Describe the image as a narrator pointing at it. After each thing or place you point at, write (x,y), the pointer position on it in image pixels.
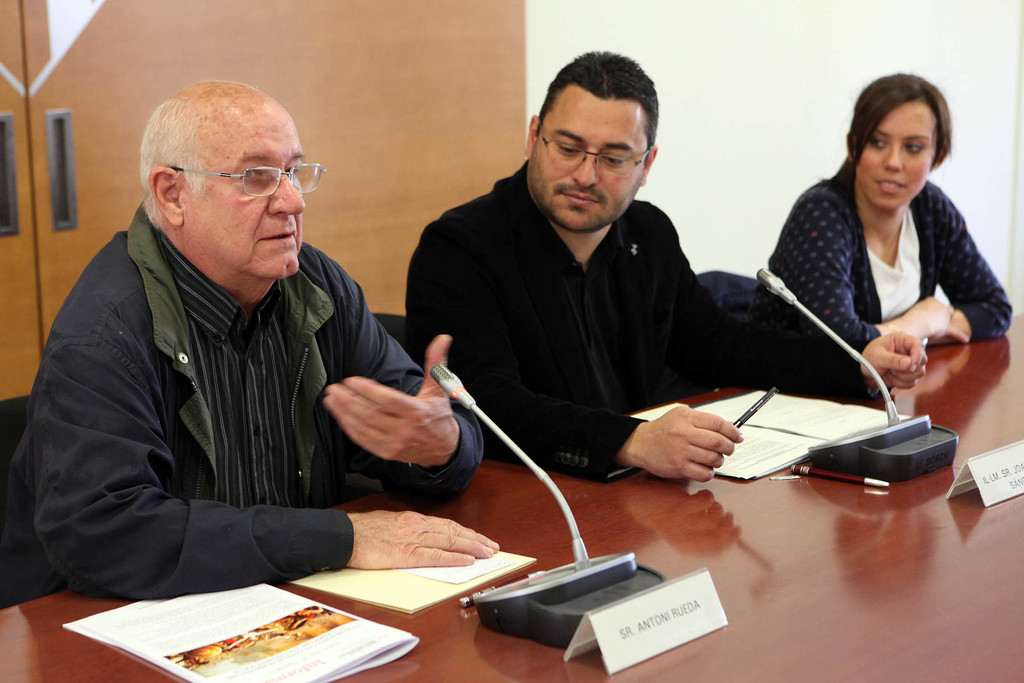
This people (237,109) are sitting on a chair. In-front of them there is a table (639,522). On a table (615,517) there is a mic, paper (801,413) and book (335,617). This person (523,396) wore black jacket (537,396) and holds pen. This person (290,402) wore blue jacket (179,411).
